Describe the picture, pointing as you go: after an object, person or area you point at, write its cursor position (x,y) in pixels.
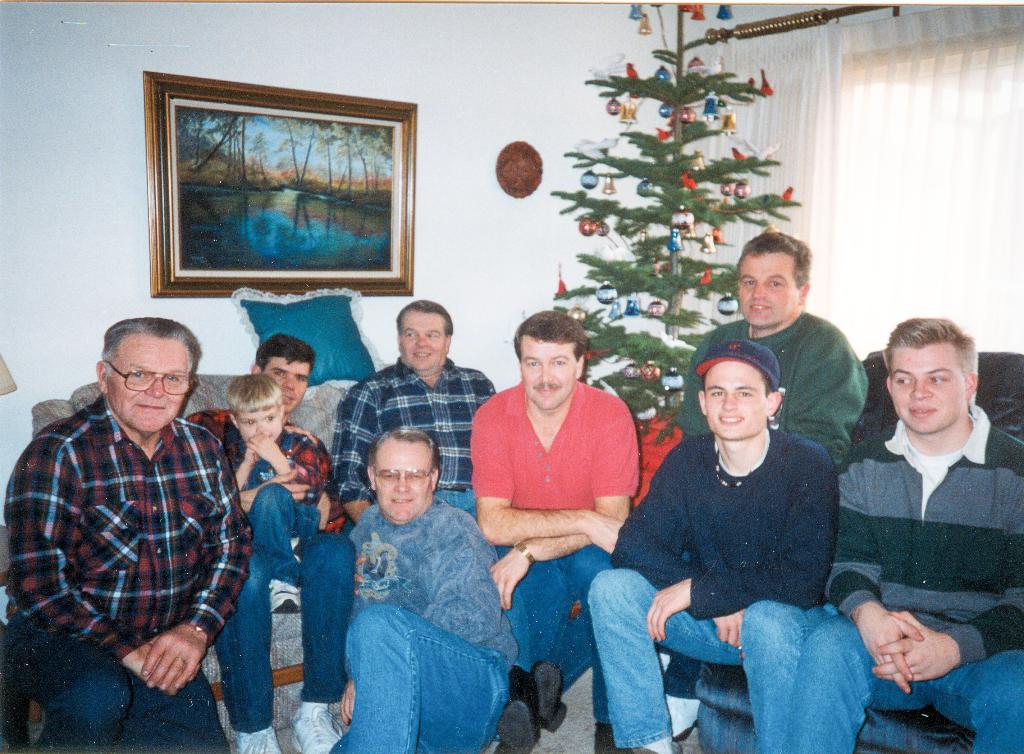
In this image we can see people (764,533) sitting in the sofa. There is a cushion (336,382) and we can see an xmas tree (686,311). In the background (837,221) there is a curtain (818,217) and we can see a frame (370,206) and a decor (514,178) placed on the wall (467,318).
